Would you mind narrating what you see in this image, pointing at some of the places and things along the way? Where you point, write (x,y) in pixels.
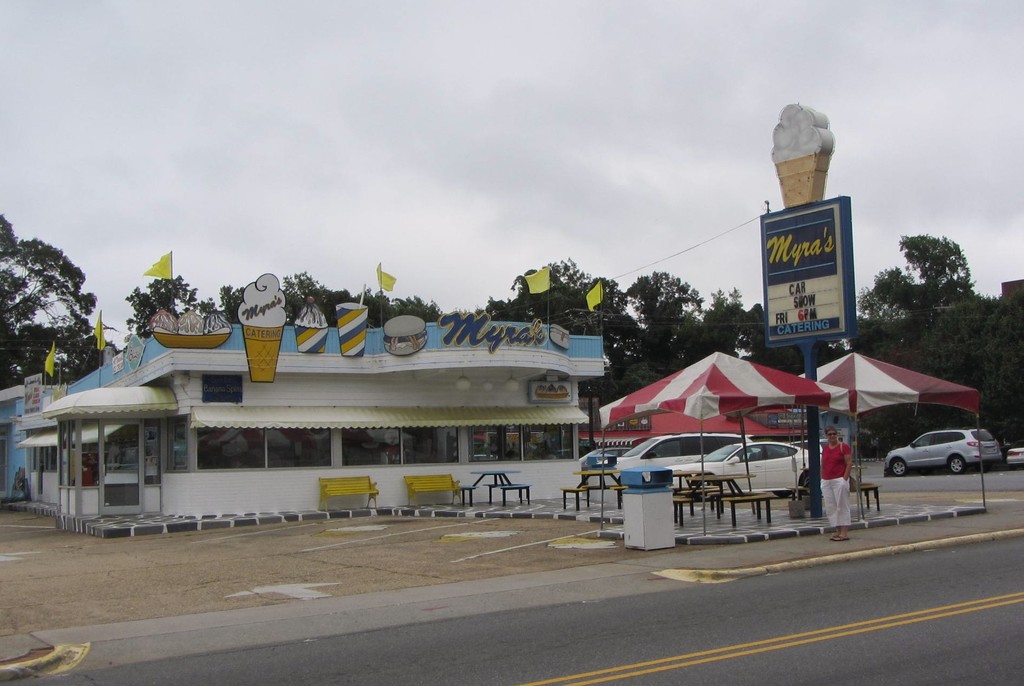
In this image I can see the vehicles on the road (662,618). To the side of the road (679,605) I can see the person (838,465) standing and wearing the red and white color dress (832,476). To the side of the person (827,458) I can see the tents (729,409). I can see few tables (706,500) and benches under the tents (704,513). In the background (282,447) I can see the building (295,413) and there are many boards (262,375) to it. I can also see few more benches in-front of the building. In the background (526,175) I can see many trees (763,313) and the sky (402,165).
